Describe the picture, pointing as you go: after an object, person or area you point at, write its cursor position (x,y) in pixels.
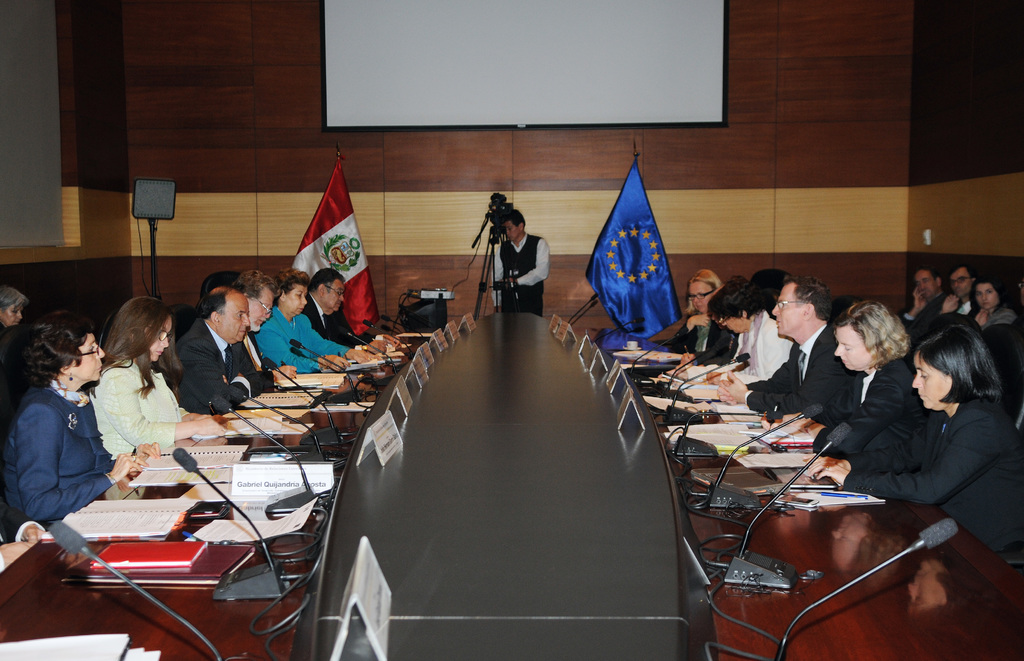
On the background (478,93) we can see a white board (675,98). In Front of the board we can see a man (536,261) standing near to the camera stand (493,256). These are two flags (357,268). We can see all the persons (896,398) sitting on chairs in front of a table (185,491) and on the table (258,505) we can see mikes (343,369), books (216,472), diary (201,563), boards (316,485). Behind to these persons (698,290) we can see few persons (952,305) sitting on chairs (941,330).
